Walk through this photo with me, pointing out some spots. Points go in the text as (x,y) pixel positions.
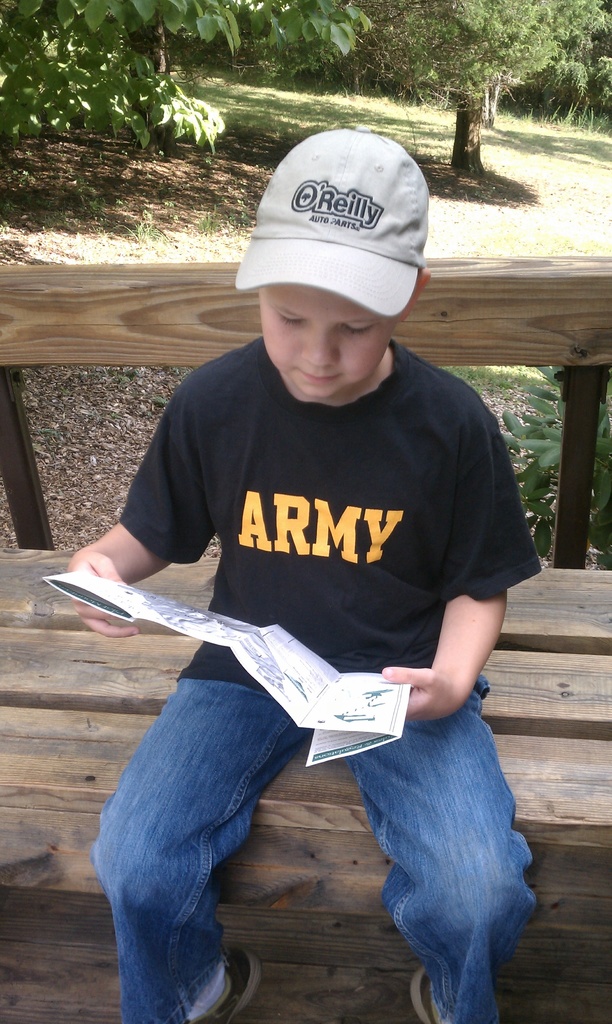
In this image there is a kid (275,557) sitting on a bench (177,655) is reading a pamphlet (124,602) in his hand (434,671), behind the kid (265,610) there are trees (114,93).
